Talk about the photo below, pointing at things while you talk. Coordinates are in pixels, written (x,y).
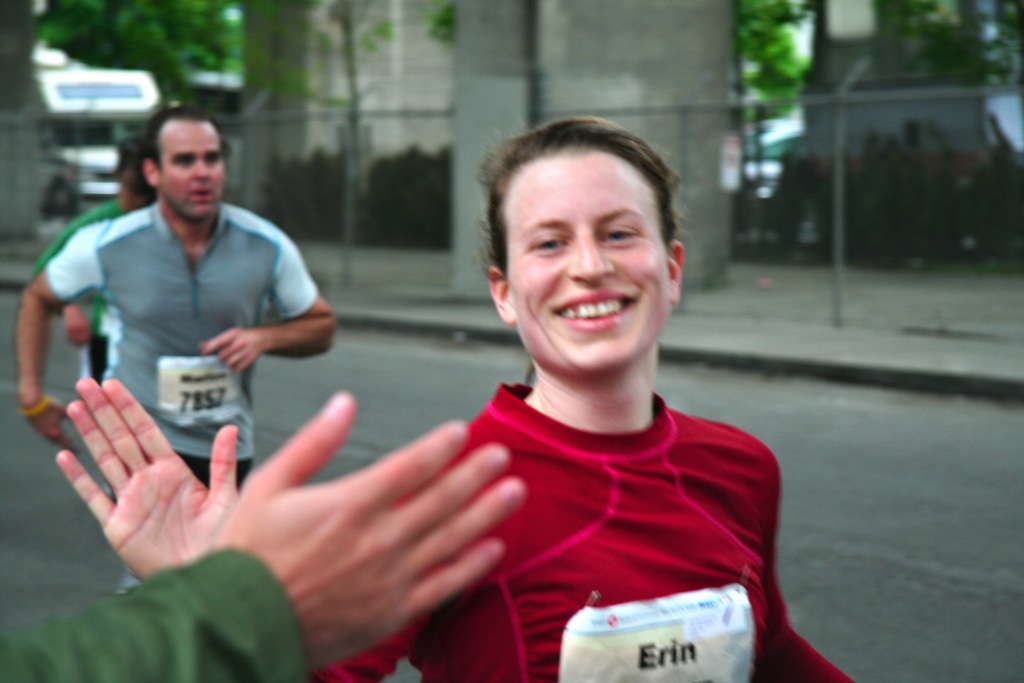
This picture shows a woman (611,194) and a couple of men (242,393) running on the road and we see a human hand (288,536) on the side and we see a vehicle (69,125) parked on the side and few trees (740,37) and a metal fence (683,150) on the side.
